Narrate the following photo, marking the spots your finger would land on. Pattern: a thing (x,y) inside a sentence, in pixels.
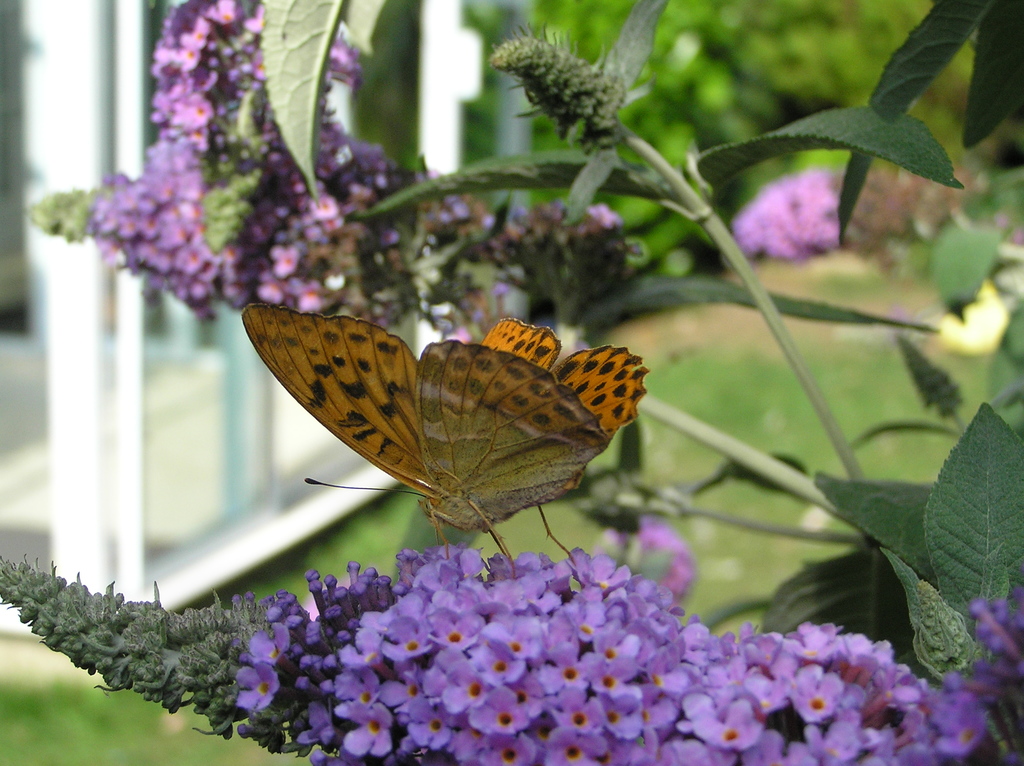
In this image we can see few plants (539,611) with flowers (721,691) and there is a butterfly (556,374) and we can see grass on the ground (24,641). The image is blurred in the background (997,298).
